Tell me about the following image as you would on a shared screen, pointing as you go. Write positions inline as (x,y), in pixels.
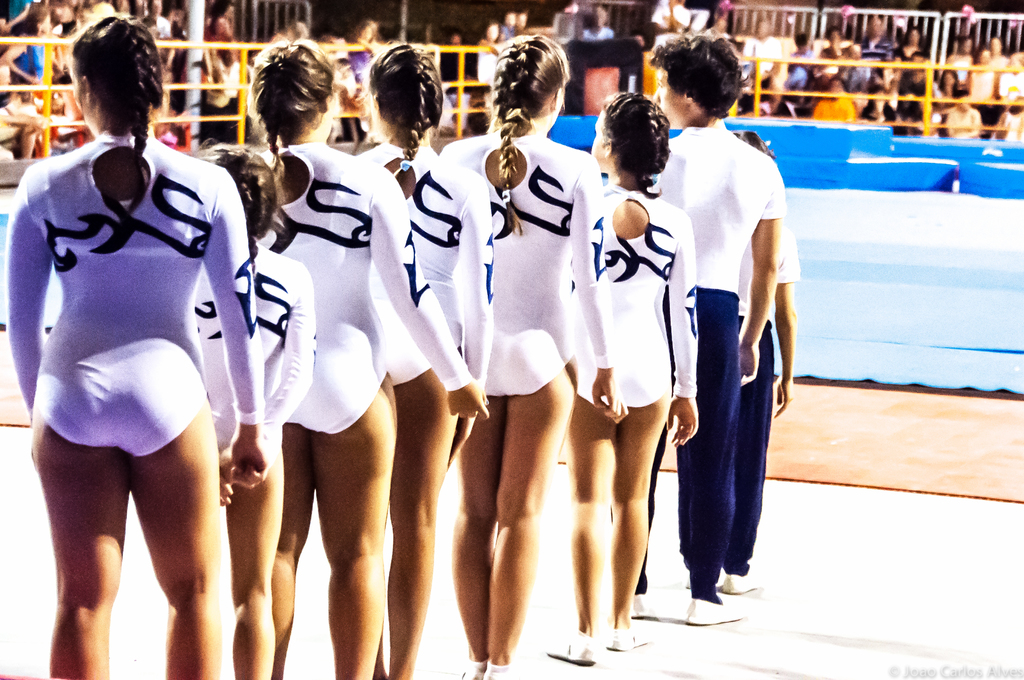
In this image I can see few people (460,178) are standing and I can see all of them are wearing white colour dress (448,298). In the background (17,126) I can see yellow colour railings (17,89) and few more people (1018,113).
